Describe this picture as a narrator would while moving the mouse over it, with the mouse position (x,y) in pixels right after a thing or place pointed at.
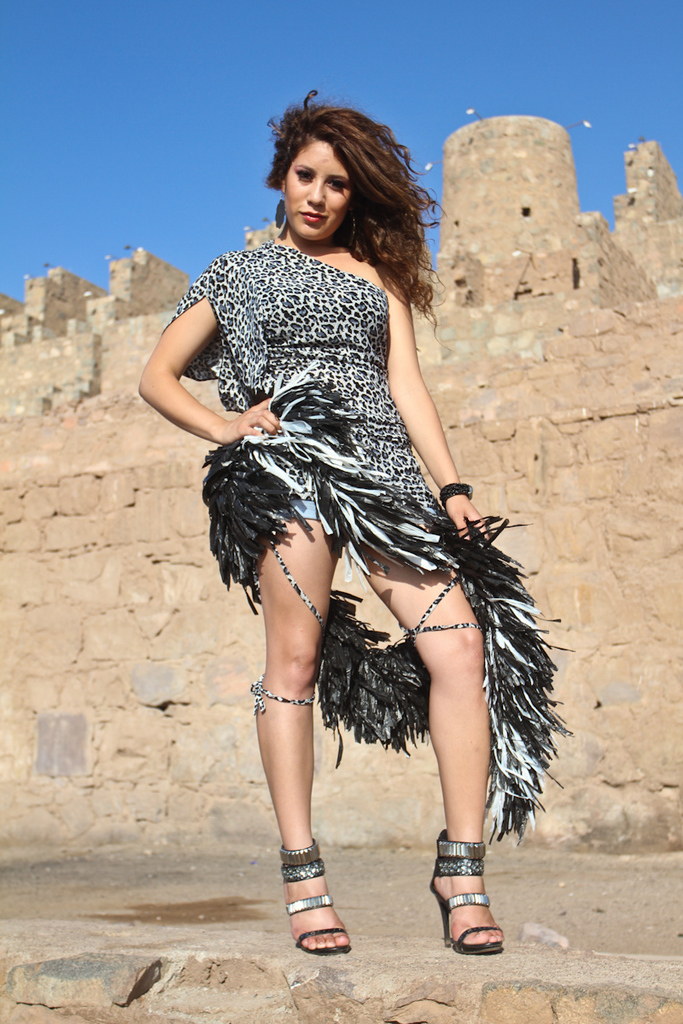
In this image, we can see a lady (306,626) standing and in the background (503,206), there is a fort (503,428).
